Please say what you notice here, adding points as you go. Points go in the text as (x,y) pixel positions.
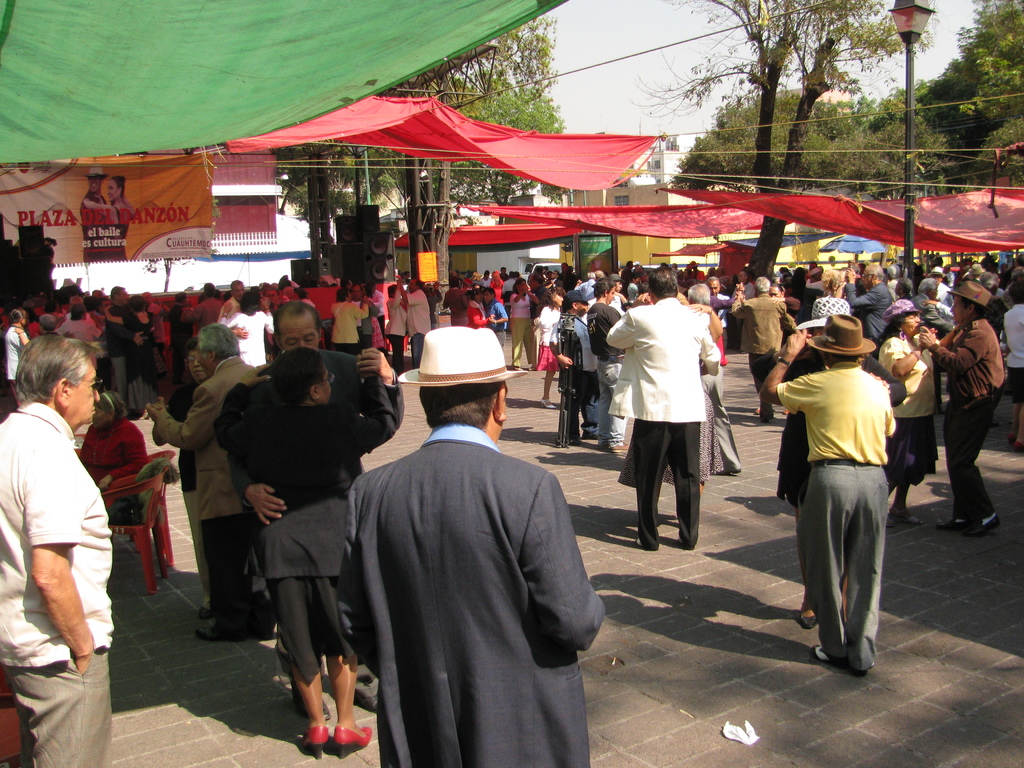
In this picture I can see there are couples (287,404) dancing and there is a man (25,470) on the left side (55,530), he is wearing a white T-shirt (62,494), he has spectacles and there is another person (425,622) at right side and he is wearing a cap (451,367), blazer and onto left side (37,182) there is a banner (113,200) at left side (106,186) and there are trees (493,185), pole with lamp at the right side (818,56). The sky (878,83) is clear.
